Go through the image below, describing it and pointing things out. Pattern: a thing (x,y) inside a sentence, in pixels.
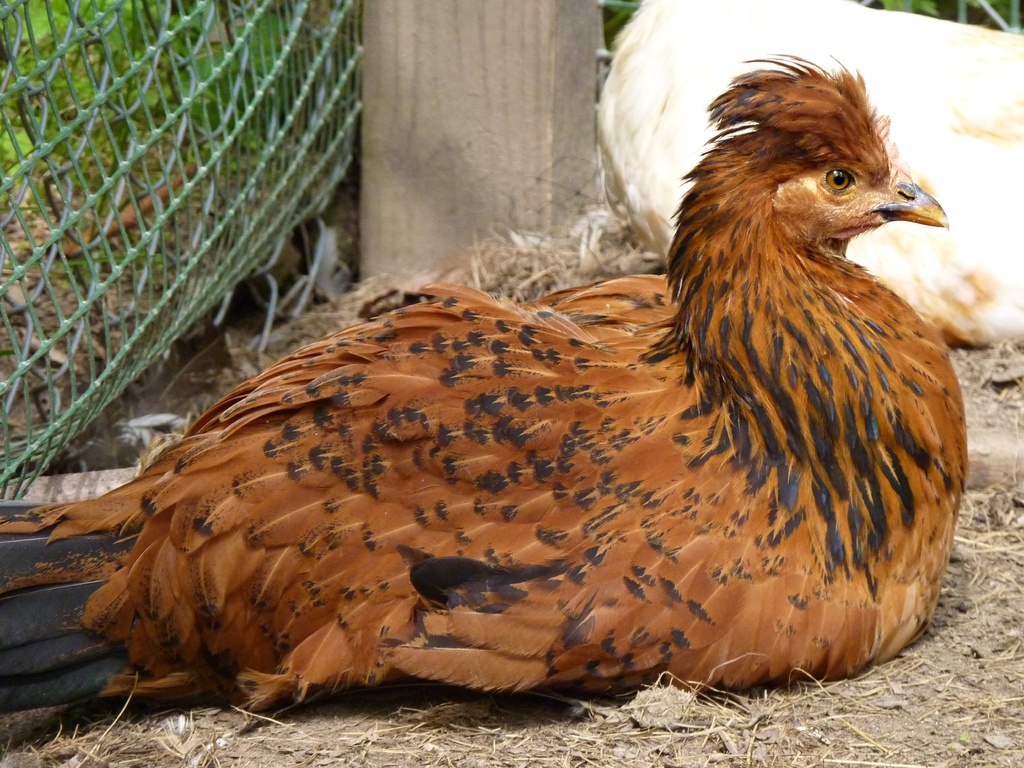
In this image I can see a bird (645,471) which is brown and black in color on the ground (656,741). In the background (497,90) I can see the pole (487,76), the green colored net (259,132), few plants (267,120) which are green in color and the cream colored object (906,88).
